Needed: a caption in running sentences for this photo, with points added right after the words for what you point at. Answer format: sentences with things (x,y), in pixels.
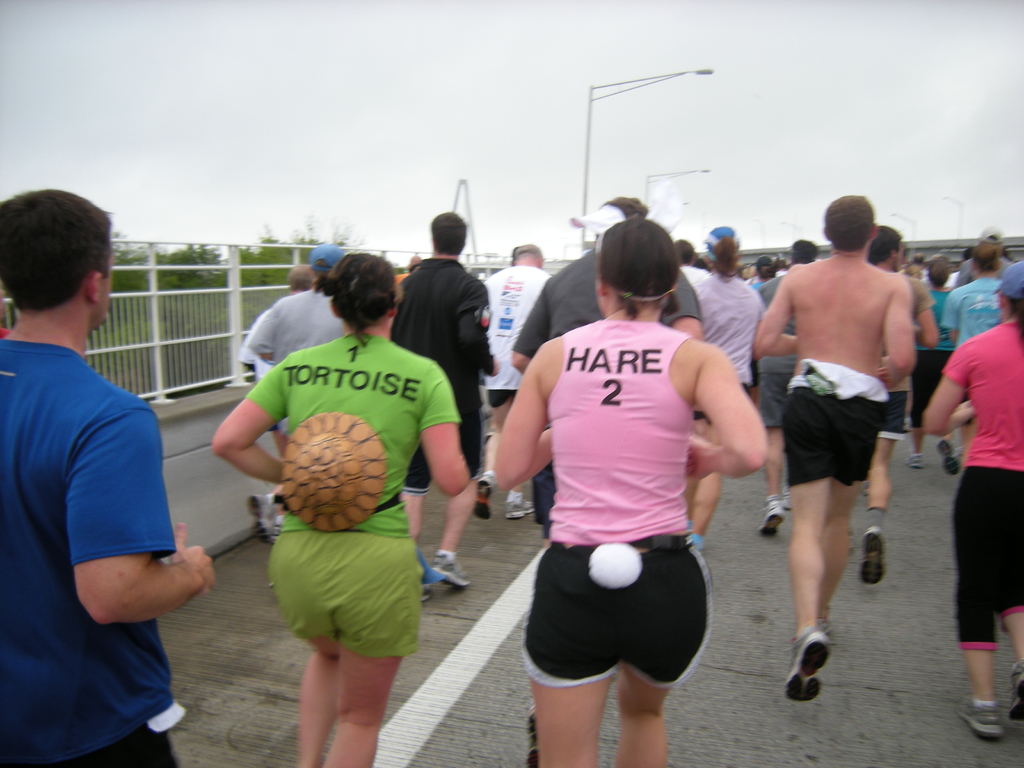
In this image we can see a few people (457,437) running on the road (758,654), there is a fencing (133,325), trees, also we can see light poles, and the sky (626,118).
